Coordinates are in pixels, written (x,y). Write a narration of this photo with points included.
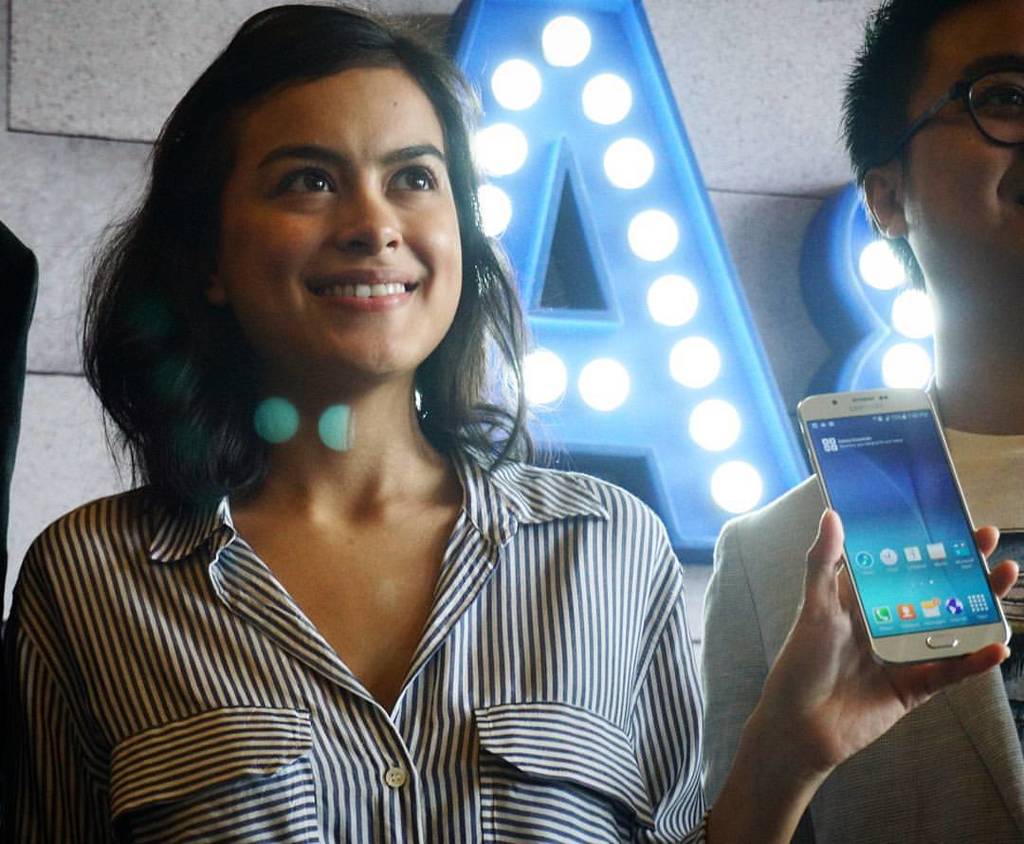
In this picture we can see a lady (347,666) wearing a black and white shirt (270,672) holding a phone (891,601) in her left hand (840,634).
